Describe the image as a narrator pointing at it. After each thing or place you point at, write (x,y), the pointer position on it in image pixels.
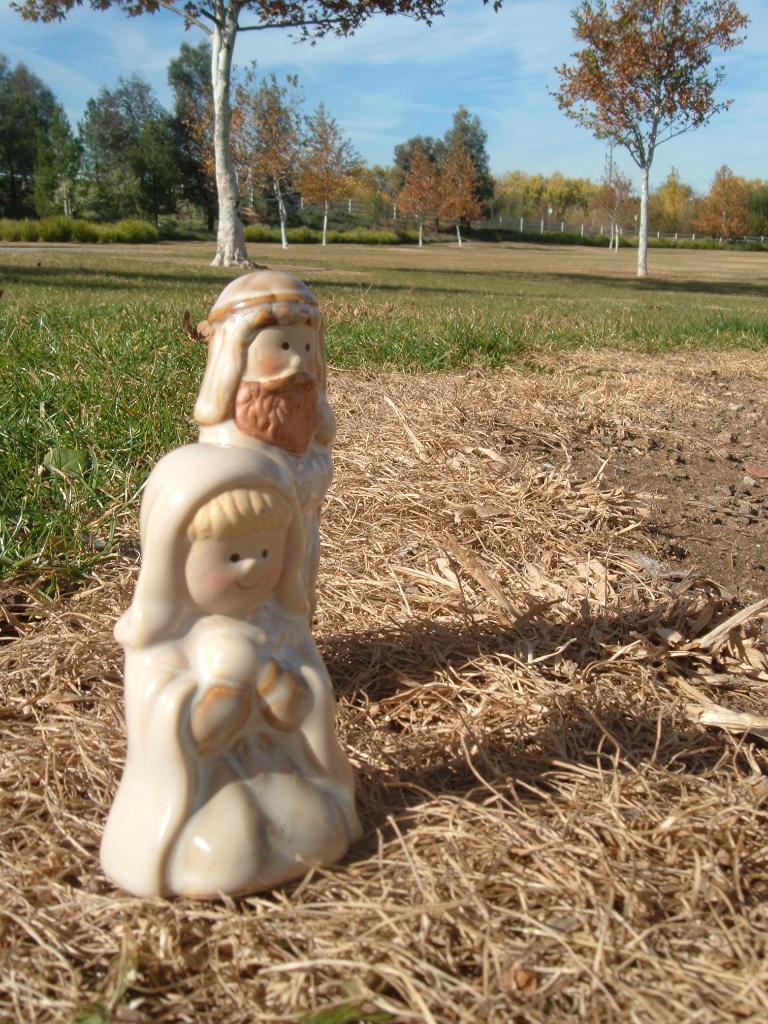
In this image there is a statue (243,648) on the dry grass (360,858). In the background (556,253) there is a ground (632,281) in which there are trees (140,113). At the top (485,77) there is the sky (481,73). At the bottom (503,814) there is dry grass (503,701).
